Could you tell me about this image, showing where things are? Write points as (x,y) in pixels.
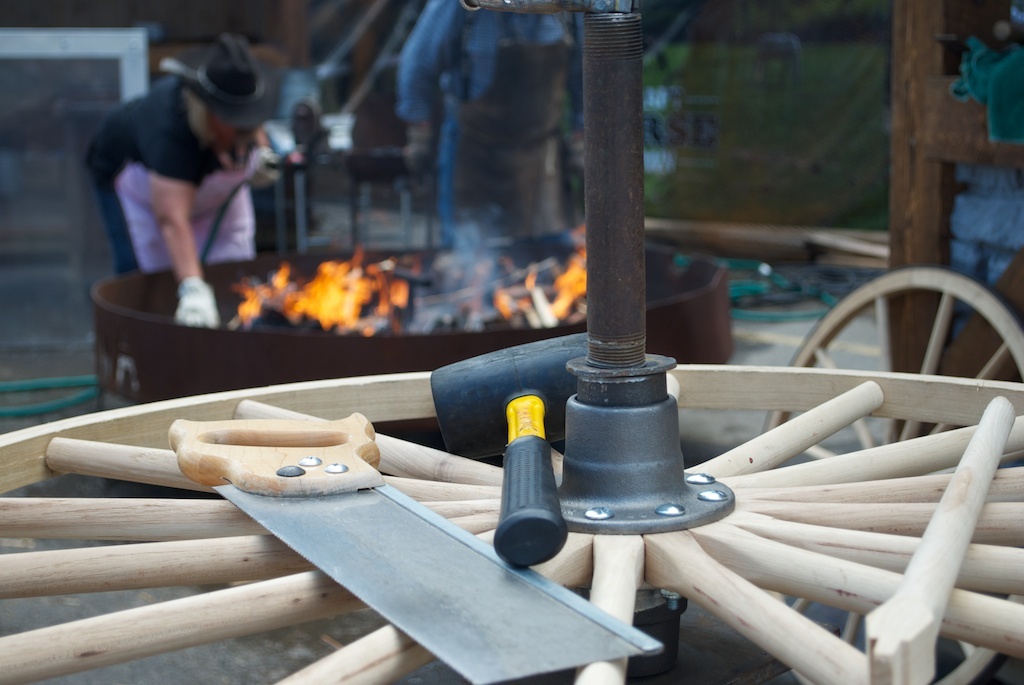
In this image we can see a wheel (455,517) and there is a saw (442,529) and a hammer (519,527) placed on the wheel (613,584). In the background (573,290) there is a fireplace (374,265). On the left (177,102) we can see a person (198,176) standing and holding a pipe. There is a wheel (922,279) and a door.
